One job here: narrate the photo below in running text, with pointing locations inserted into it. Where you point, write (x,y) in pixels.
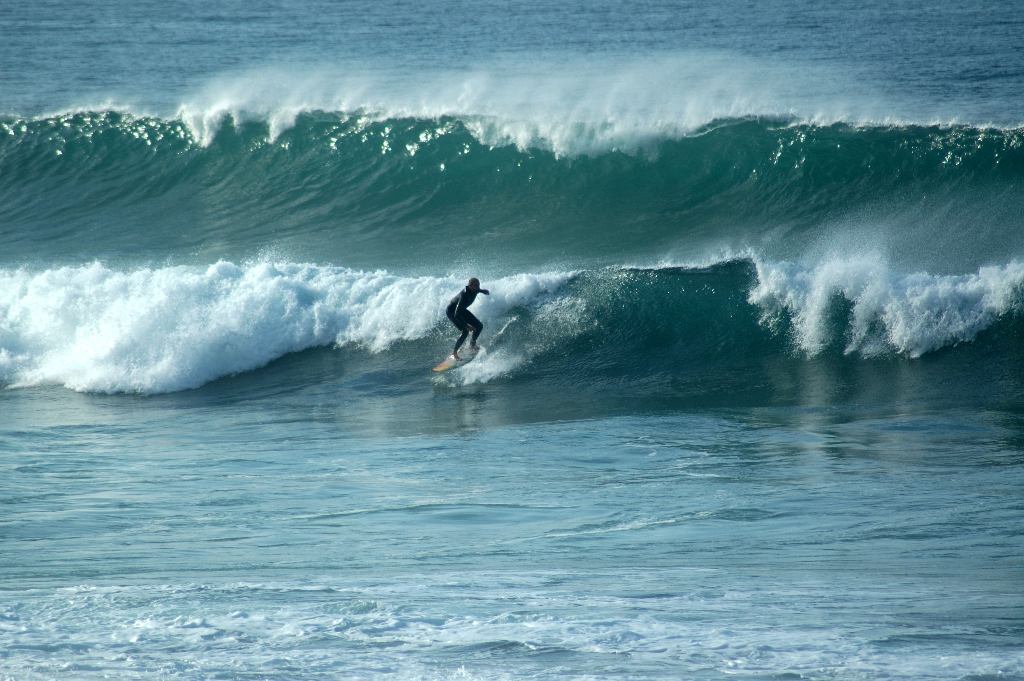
In the center of the image (452,372) we can see a person (476,331) surfing on the sea (427,541).
